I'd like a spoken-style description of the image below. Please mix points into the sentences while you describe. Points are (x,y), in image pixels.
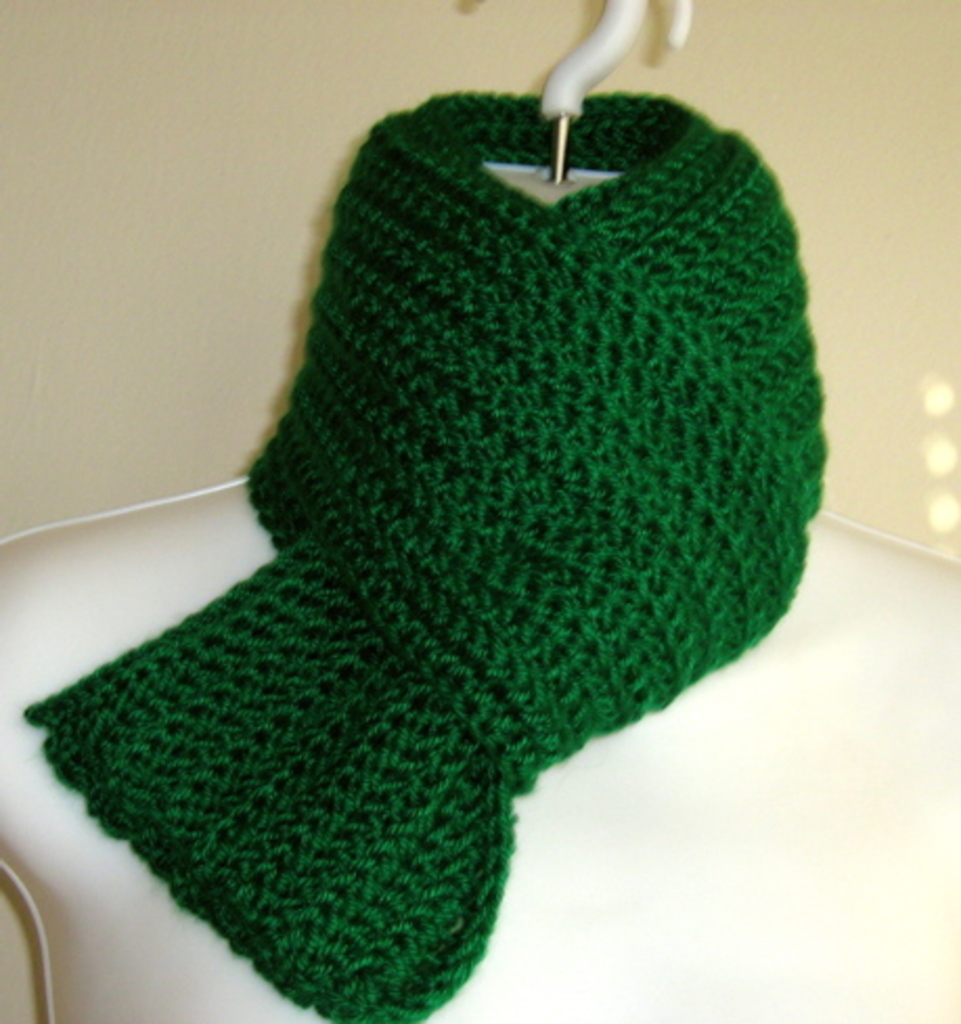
In this image in the center (513,648) there is one manikin (773,782) and scarf (495,469), and in the background (197,316) there is a wall (279,222).
